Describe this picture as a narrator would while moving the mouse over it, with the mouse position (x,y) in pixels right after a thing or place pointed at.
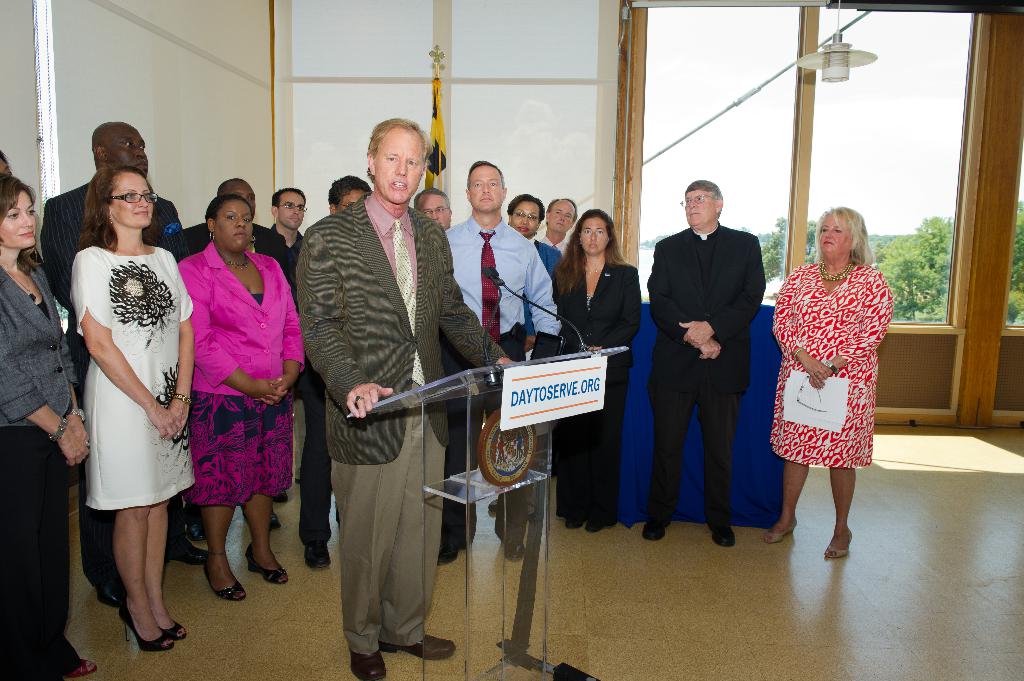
In this image, we can see a group of people (237,453) are standing. Few (612,469) are watching and smiling. Here a person (419,333) is standing near the glass podium (469,457) and talking in-front of microphones (560,317). Here we can see a name board (548,420). At the bottom (705,559), there is a floor (789,619). Background (669,173) we can see flag (442,147), window shades (518,95), glass objects (948,167) and light (831,67). Through the glass (844,137) we can see the outside view. Here there are so many trees (893,276) and sky (759,40). On the right side of the image (845,443), we can see a woman (808,358) is holding some objects (811,404).
